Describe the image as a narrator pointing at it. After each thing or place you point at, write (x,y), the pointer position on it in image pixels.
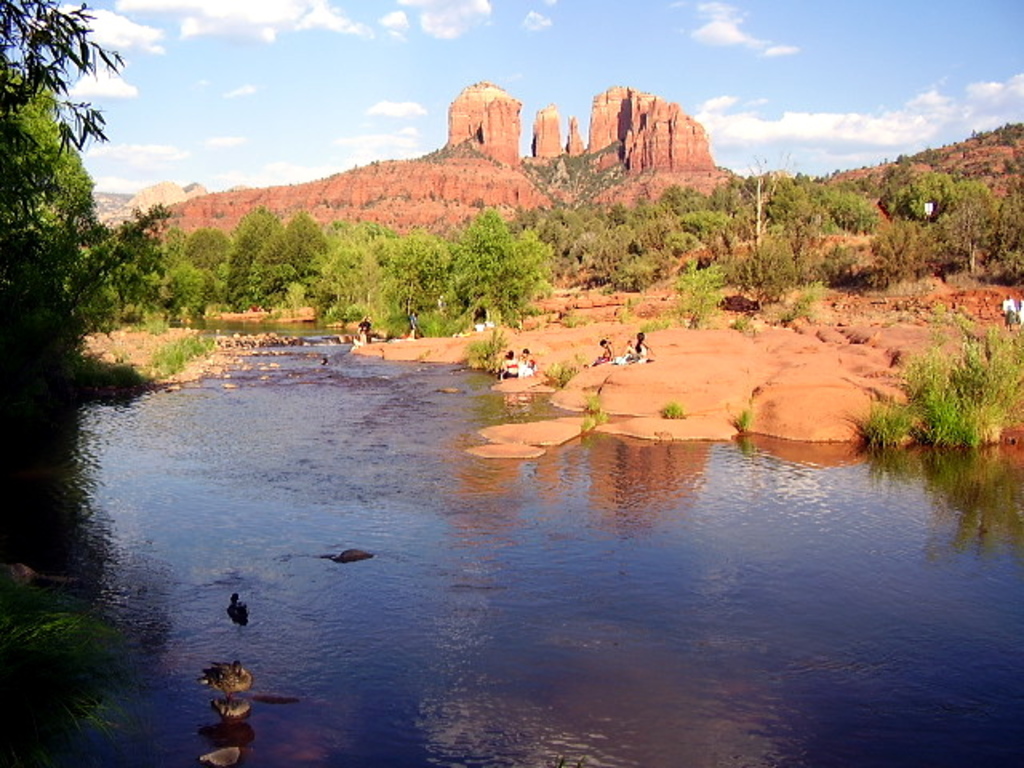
In this picture there are group of people (513,356) sitting. At the back (541,264) there are mountains (1005,150) and trees (622,229). On the right side of the image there is a person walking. At the top (564,56) there is sky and there are clouds (785,128). At the bottom (717,635) there is water (951,662) and there are birds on the water (262,652).
